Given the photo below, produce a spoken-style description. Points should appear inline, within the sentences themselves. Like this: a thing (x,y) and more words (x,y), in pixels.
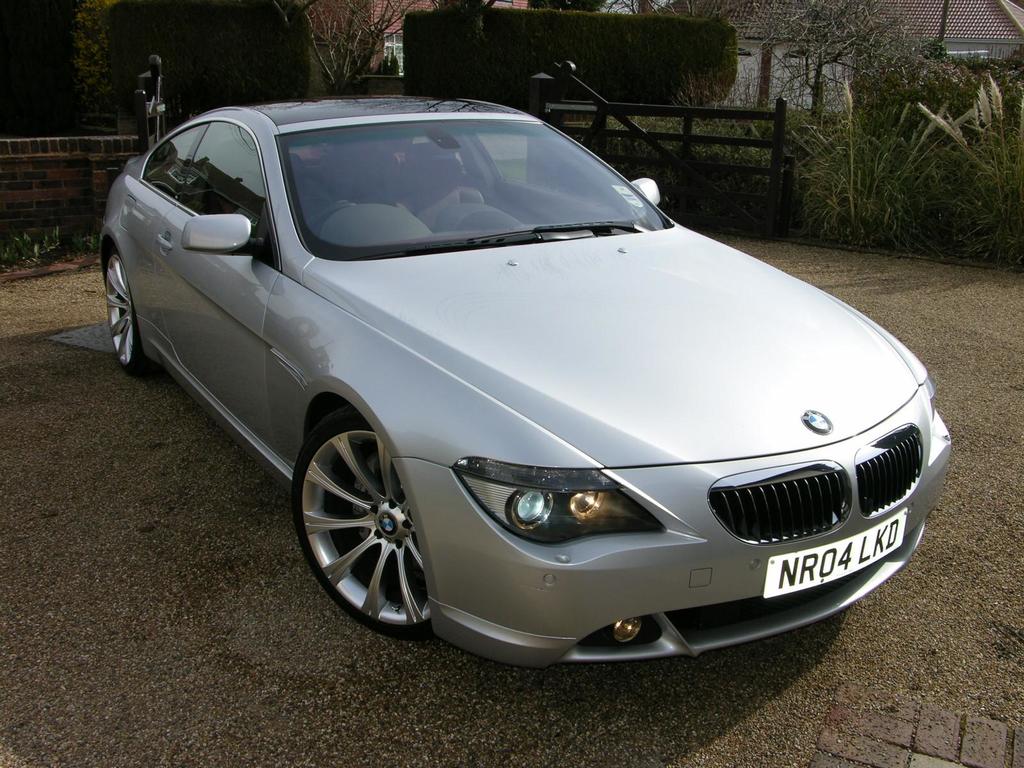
In this image we can see a car (211,395) parked on the road surface (1,609), behind the car (289,227) we can see trees (209,92) and houses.
